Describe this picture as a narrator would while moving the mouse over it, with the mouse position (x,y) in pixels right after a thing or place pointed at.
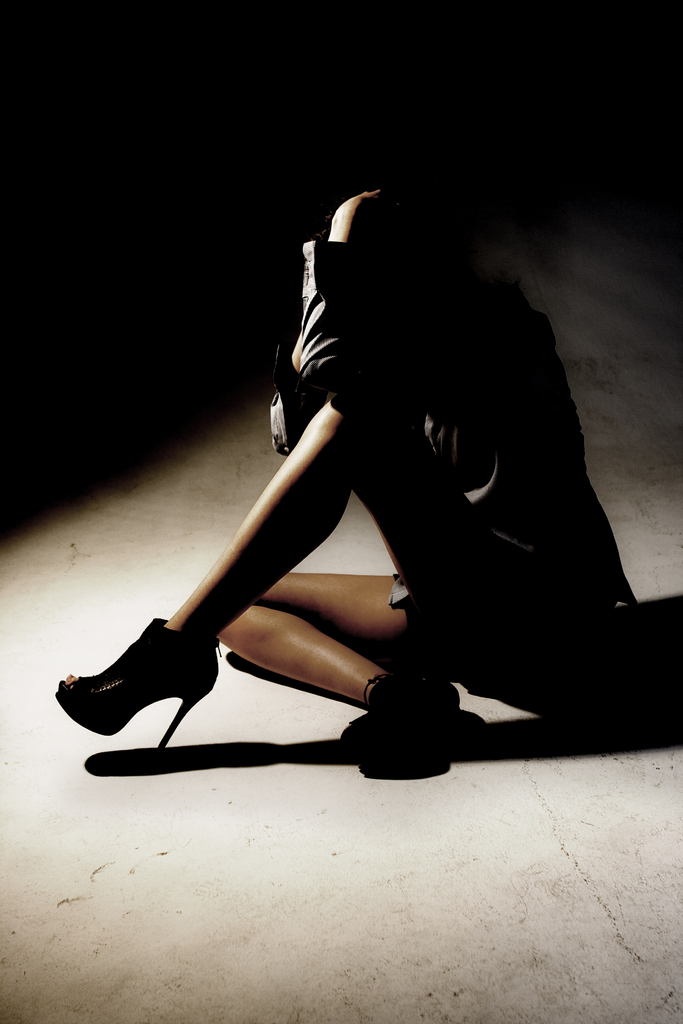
In the center of this picture (398,510) we can see a person (483,346) wearing heels (443,761) and sitting on the ground (497,787). The background of the image (313,124) is dark.
